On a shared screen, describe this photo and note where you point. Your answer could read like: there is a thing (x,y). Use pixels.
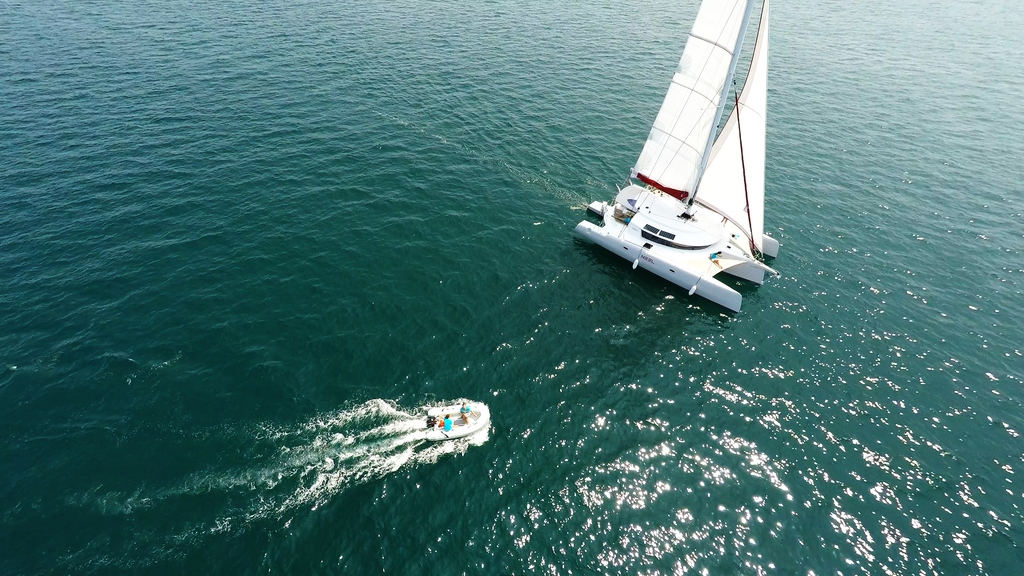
In this picture, we see water (306,234) and this water (345,267) might be in the sea (804,447). At the bottom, we see the men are riding the boat (480,426). We see the sailing boat (685,208) is sailing on the water (778,288).
